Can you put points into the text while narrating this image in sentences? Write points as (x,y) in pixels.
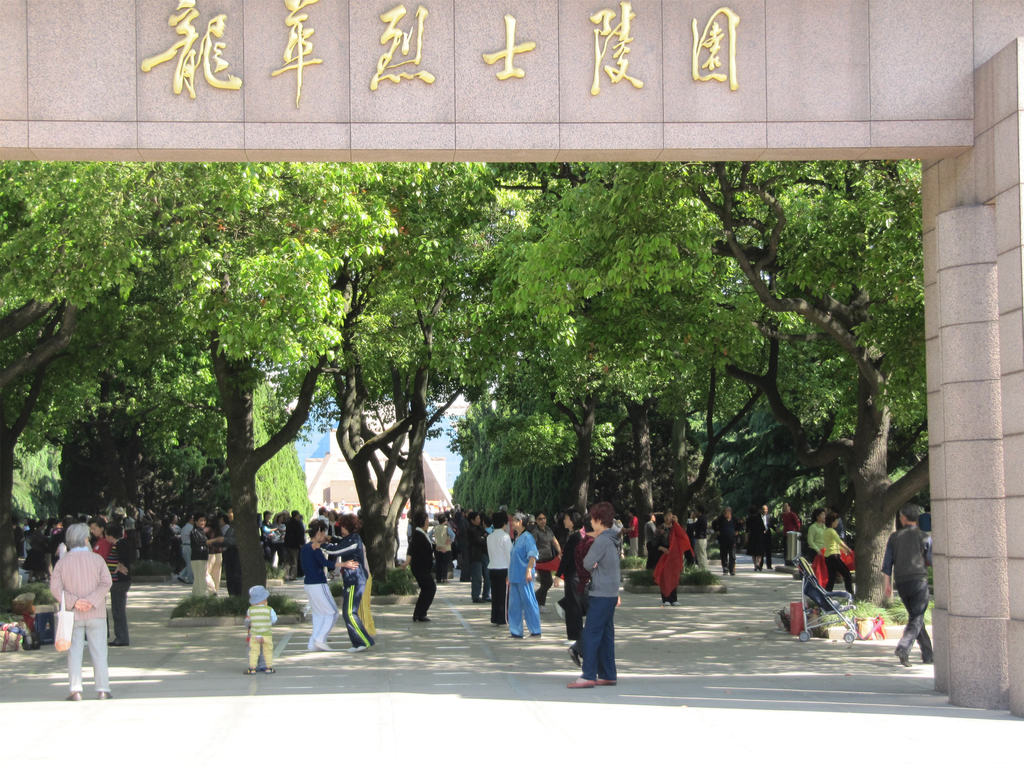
In this image at the bottom (565,656) there is a floor (286,668), on the floor (210,658) there are some people (568,602) who are walking and there are some objects (801,619). In the background (281,433) there are some trees (519,450) and buildings (372,476), on the top of the image (333,70) there is wall (891,152) and some text (188,87) is written on that wall (208,99).
